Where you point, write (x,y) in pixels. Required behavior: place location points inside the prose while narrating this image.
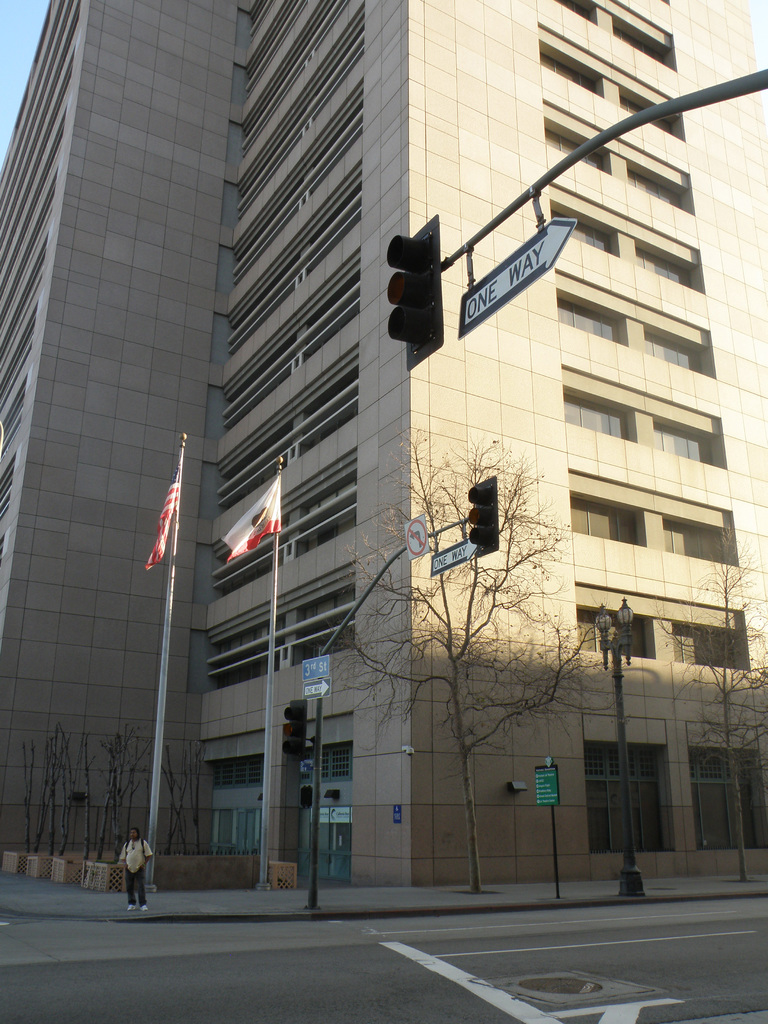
There are some trees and a road (333,957) at the bottom of this image (356,971) and there is a building (425,742) in the background (505,636). There is one person (135,871) standing at the bottom left side of this image (127,855) and there are two flags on the right side of this person (141,853). There are traffic signals (409,302) as we can see in the middle of this image (430,354).
